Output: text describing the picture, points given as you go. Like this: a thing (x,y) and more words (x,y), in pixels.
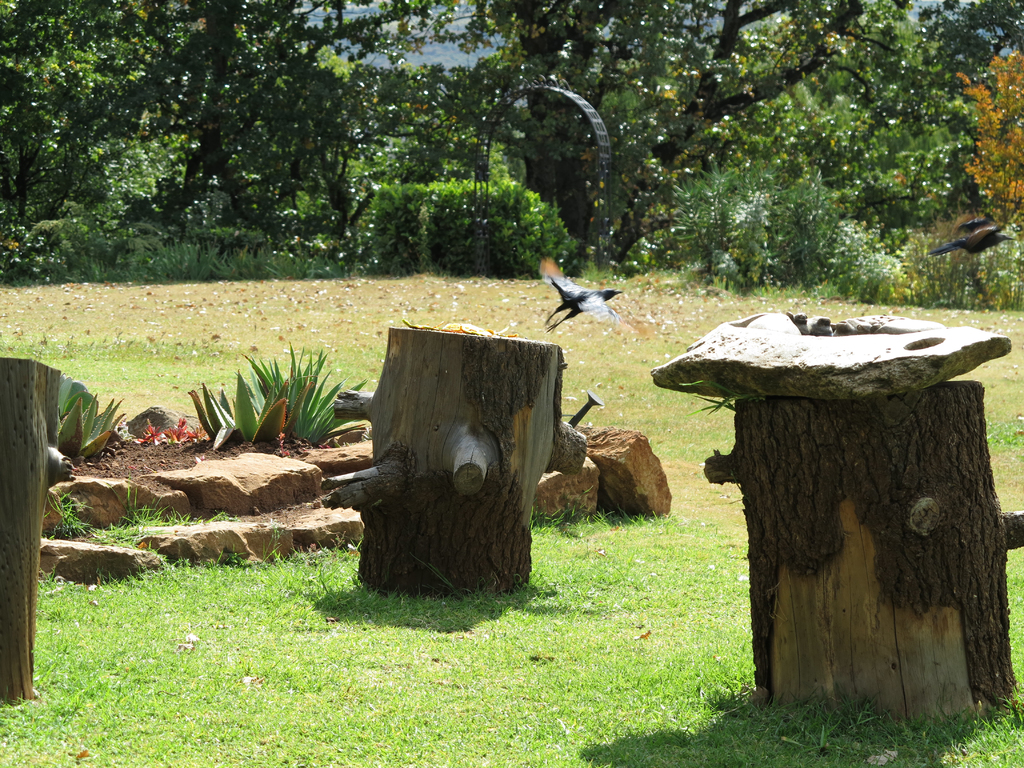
In this picture there is a black color bird (573,311) which is flying above the stone (612,445). Here we can see three woods (747,453). On the left (72,416) we can see plant (318,407). On the bottom (349,629) we can see grass (790,726). On the background (591,166) we can see many trees (35,132).
